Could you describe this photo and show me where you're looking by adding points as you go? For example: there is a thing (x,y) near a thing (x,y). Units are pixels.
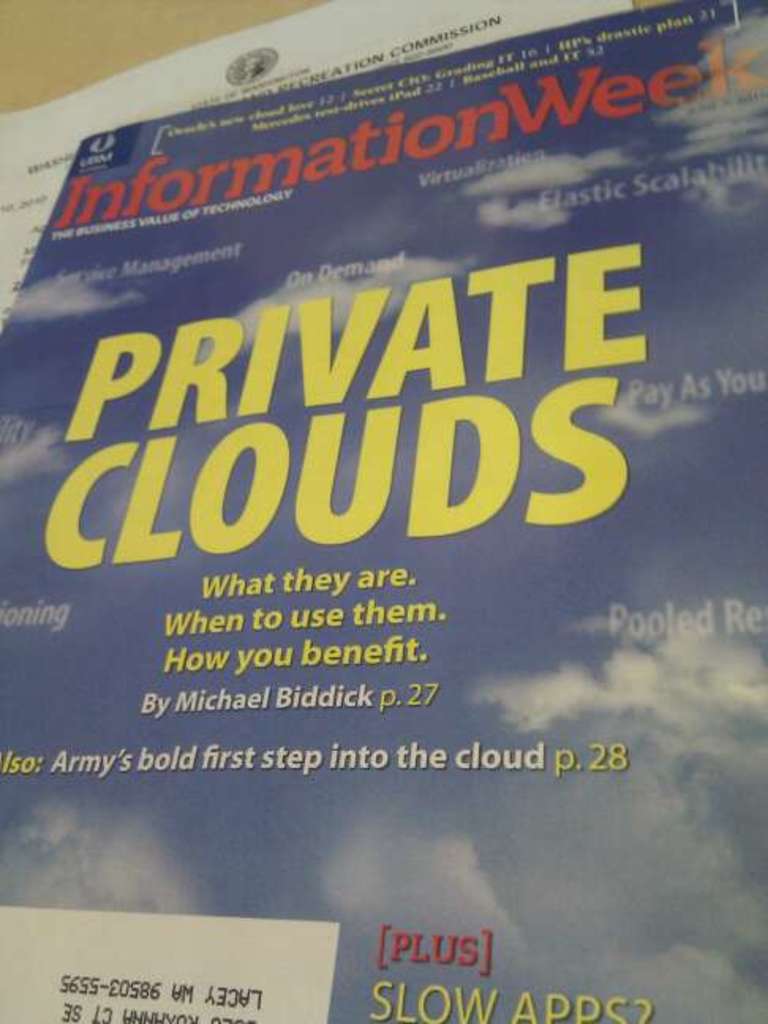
In the center of the image (267,416) there is a book (319,237) and paper (262,46) placed on the table (96,73).
